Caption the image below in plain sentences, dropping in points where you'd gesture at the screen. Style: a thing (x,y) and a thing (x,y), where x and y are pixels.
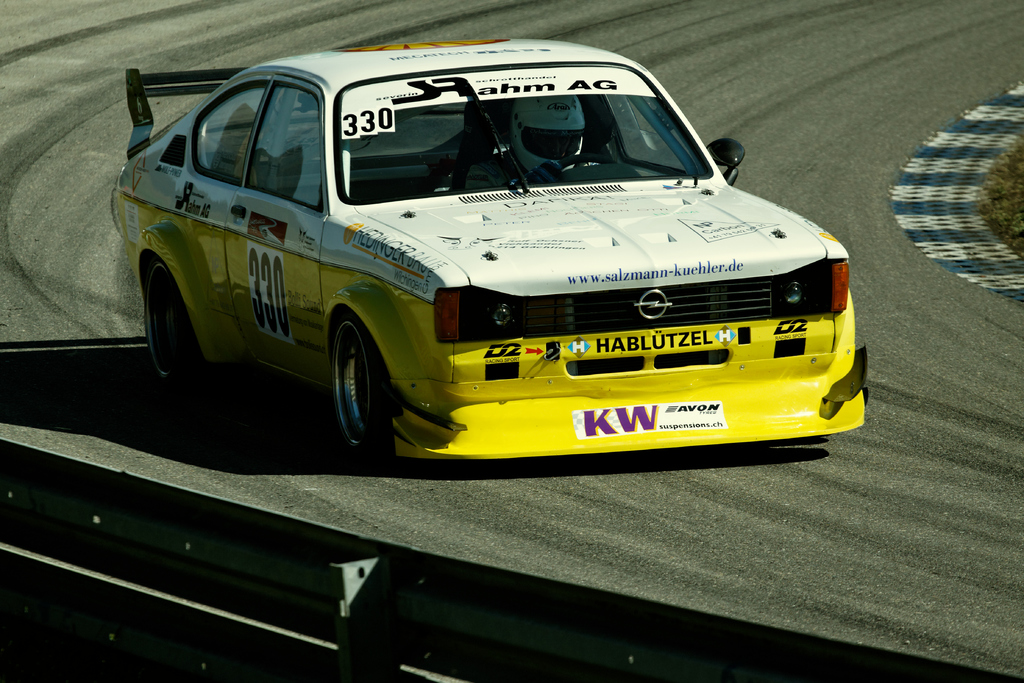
In this image I can see there is a racing car (578,99) and there is a person (570,146) driving it, he is wearing a helmet (550,123). There are some advertisements (200,194) on the car (736,350). There is some grass (1008,218) visible at the right side of the image (997,174).
